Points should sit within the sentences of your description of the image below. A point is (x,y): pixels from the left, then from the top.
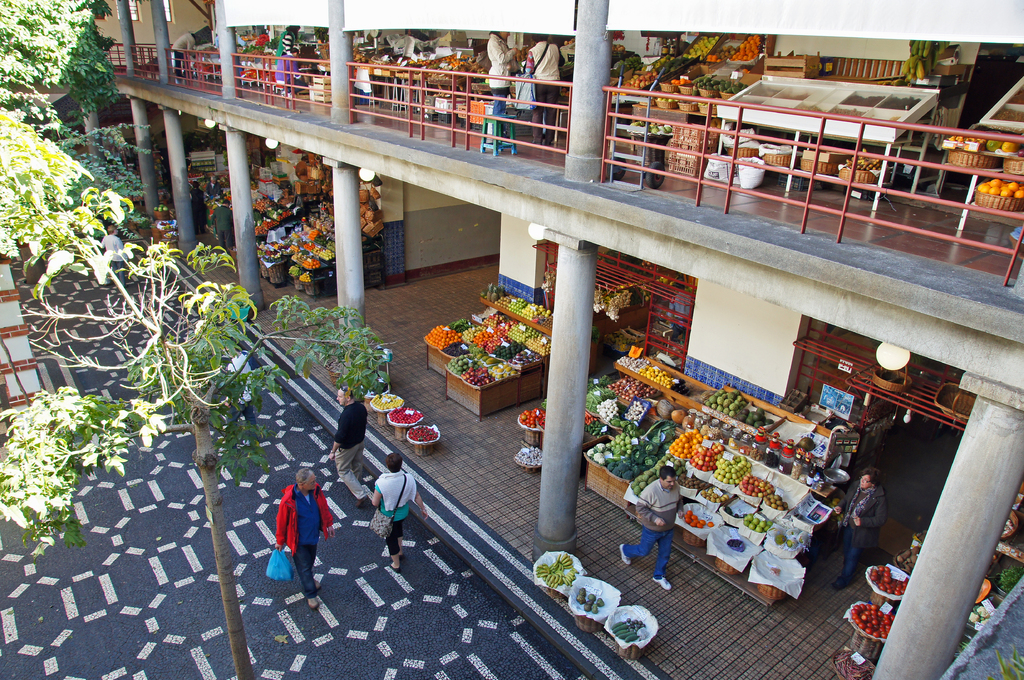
This picture is clicked outside. On the left (114,461) we can see the trees (72,429) and the group of persons (314,493) walking on the ground (300,461) and we can see a sling bag (387,522) and the baskets (638,608) containing fruits (881,612) and many other objects (779,453) and we can see the tables (526,370) on the top of which fruits (530,357) are placed and we can see a person (859,502) standing on the ground (885,551) and we can see the metal rods (900,398) and some objects (594,297) hanging on the metal rods (634,275) and we can see the pillars (340,235) and some other objects (323,246). At the top (494,69) we can see the group of persons (552,43), tables (682,77), baskets (959,160), fruits (728,50) and many other objects (792,93) and we can see the deck rails (473,94) and the windows (168,17) and many other objects (965,73).
